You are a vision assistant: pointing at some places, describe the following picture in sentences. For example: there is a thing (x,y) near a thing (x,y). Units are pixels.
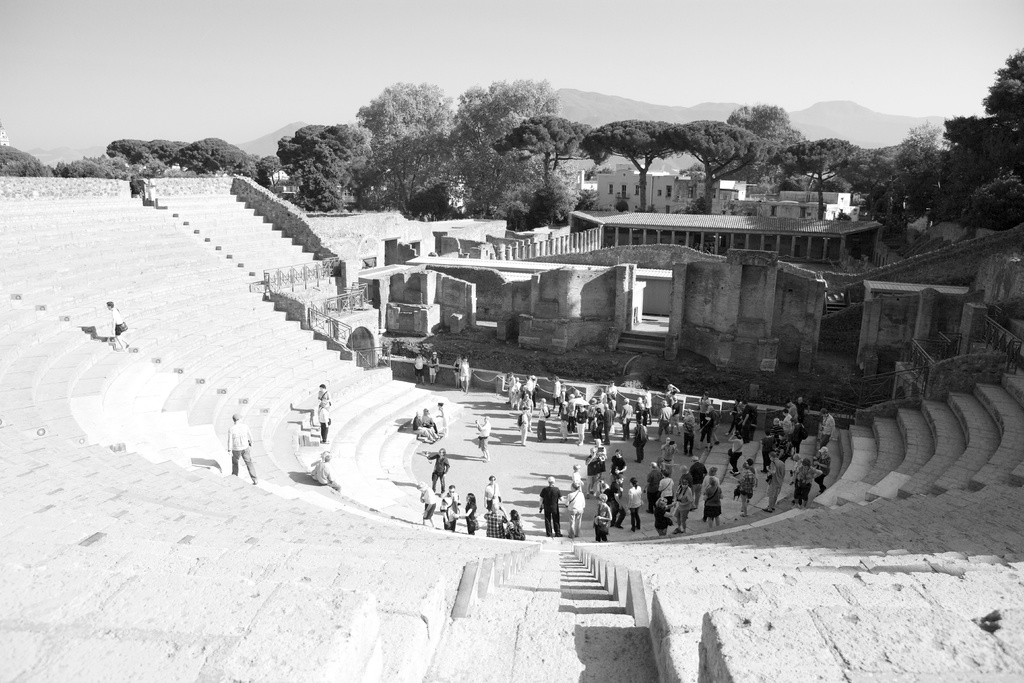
This is a black and white image. I can see groups of people (454,491) standing and few people (336,487) sitting on the stairs (248,376). There are trees (643,174) and buildings (721,200). In the background (605,98), I can see hills (717,108) and there is the sky (318,53).
